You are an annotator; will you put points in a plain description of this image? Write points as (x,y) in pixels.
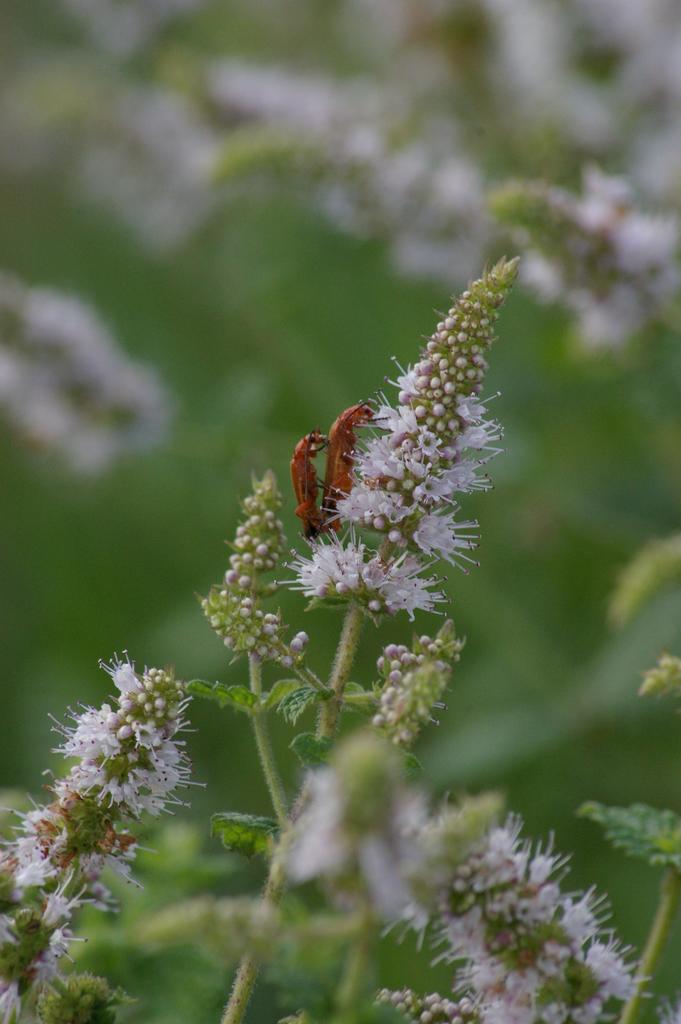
In this picture we can see insects (328,514) and flowers (409,478) in the front (432,504), we can see a blurry background (345,222).
